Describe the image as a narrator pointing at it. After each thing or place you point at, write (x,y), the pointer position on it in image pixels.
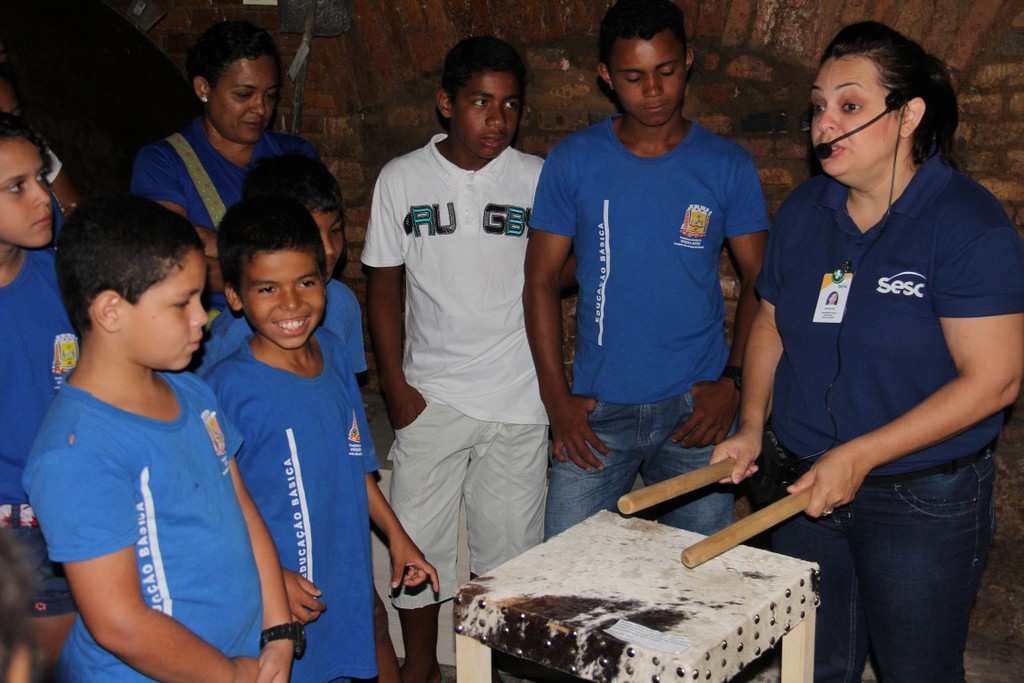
This image is taken in the dark. I can see a group of people (262,219) standing. On the right side of the image (832,271) I can see a woman (965,472) wearing a blue shirt (886,297) and a tag (842,288) holding two sticks (702,487). I can see an object (606,579) at the bottom of the image (616,570).
